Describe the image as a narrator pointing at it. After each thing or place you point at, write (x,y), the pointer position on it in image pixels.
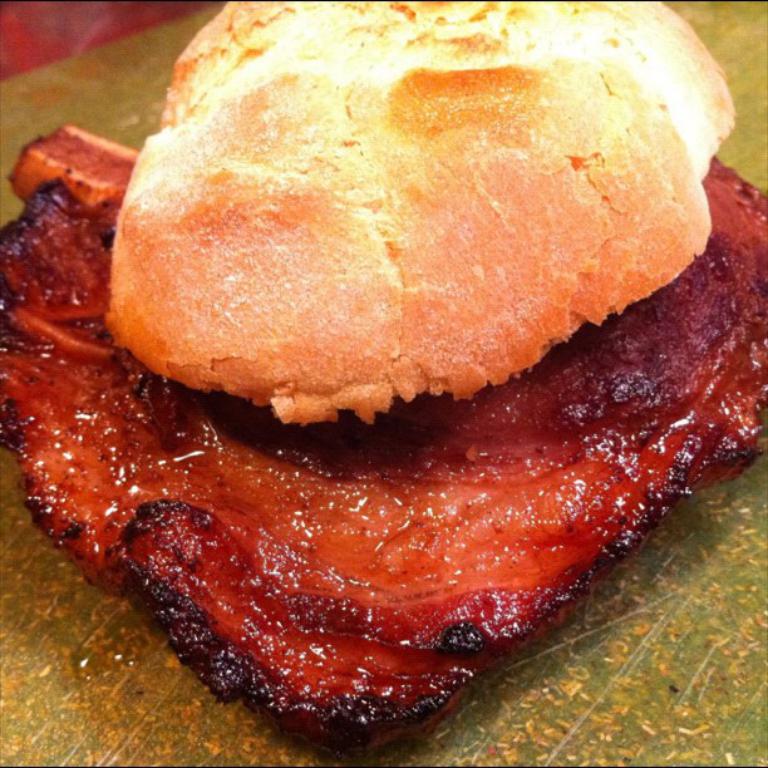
There is a bun (584,200) on the fried meat (538,379) which is on the plastic cover (691,623). And this plastic cover (621,630) on the table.
